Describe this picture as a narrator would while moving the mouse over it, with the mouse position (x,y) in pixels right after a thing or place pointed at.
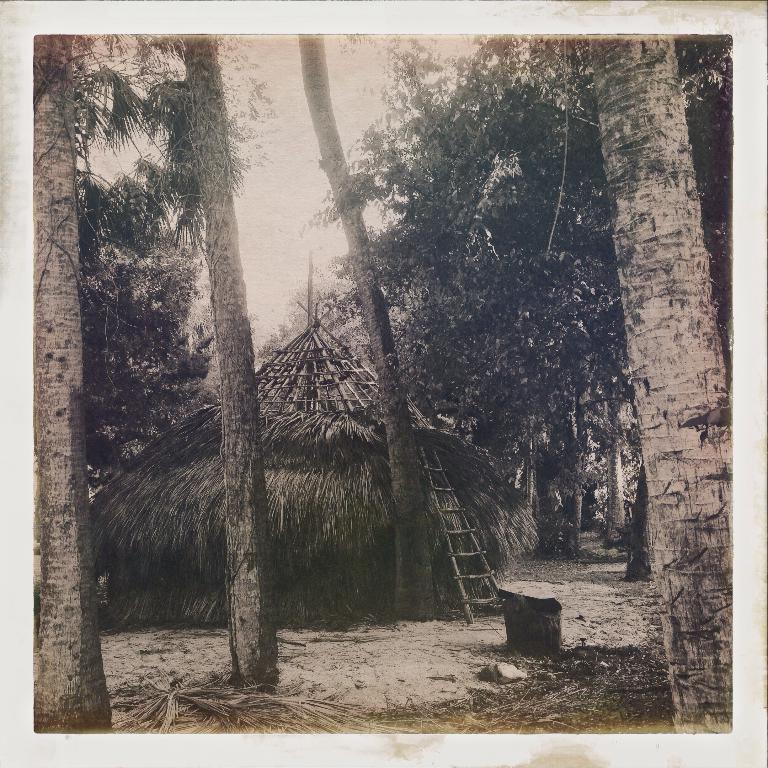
This is a black and white picture, there are few coconut trees (213,166) in the front (664,350) and behind there is a hut (303,469) with a ladder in front of it.
